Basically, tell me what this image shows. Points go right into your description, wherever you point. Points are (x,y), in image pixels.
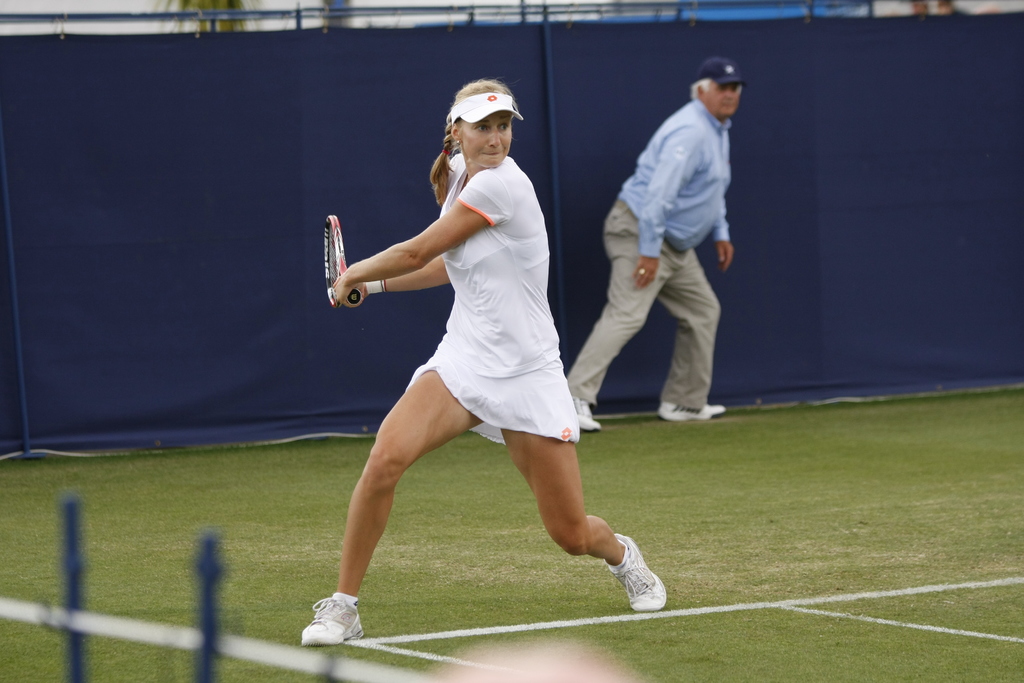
In this image, there is a person (429,369) holding a tennis racket (328,261) and playing tennis. There is an another person (702,174) behind this person (516,285). These two persons (516,252) are wearing clothes (713,330) and footwear (353,639). There is a blue background (437,46) behind these persons (665,395). There is a grass (515,613) on the ground (727,636).
